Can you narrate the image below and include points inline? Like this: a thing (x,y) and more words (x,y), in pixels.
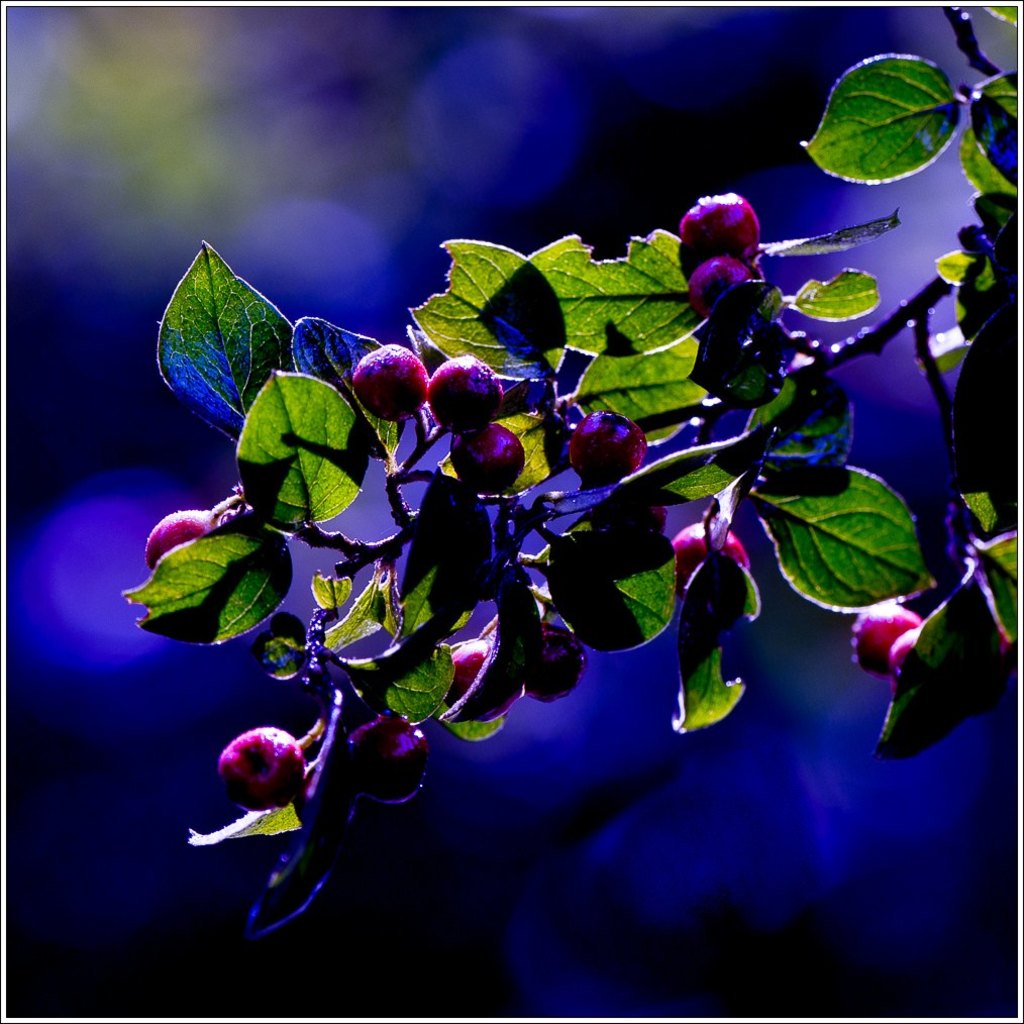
In this picture, we see a plant (470,340) or a tree (664,586) which has the fruits (700,560) and these fruits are in red color. In the background (180,421), it is blue in color. This picture is blurred in the background (509,195).
